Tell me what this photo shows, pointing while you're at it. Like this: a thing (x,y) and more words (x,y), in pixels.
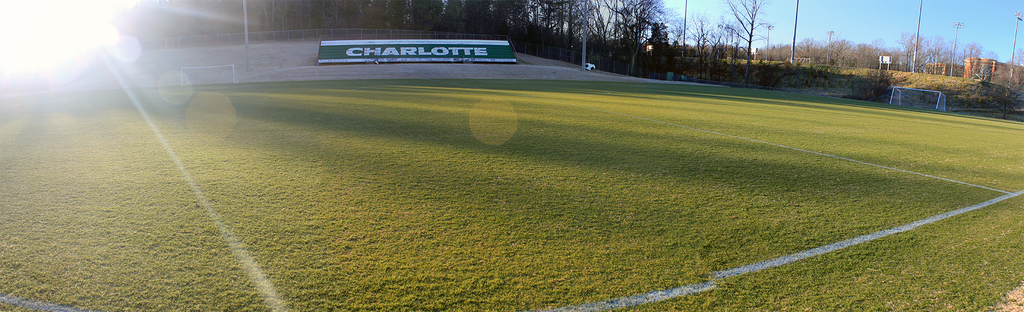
There is a ground (1014,197) it has a white border (933,220). There are trees (646,67), goal post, trees (962,57) and poles (954,46).
